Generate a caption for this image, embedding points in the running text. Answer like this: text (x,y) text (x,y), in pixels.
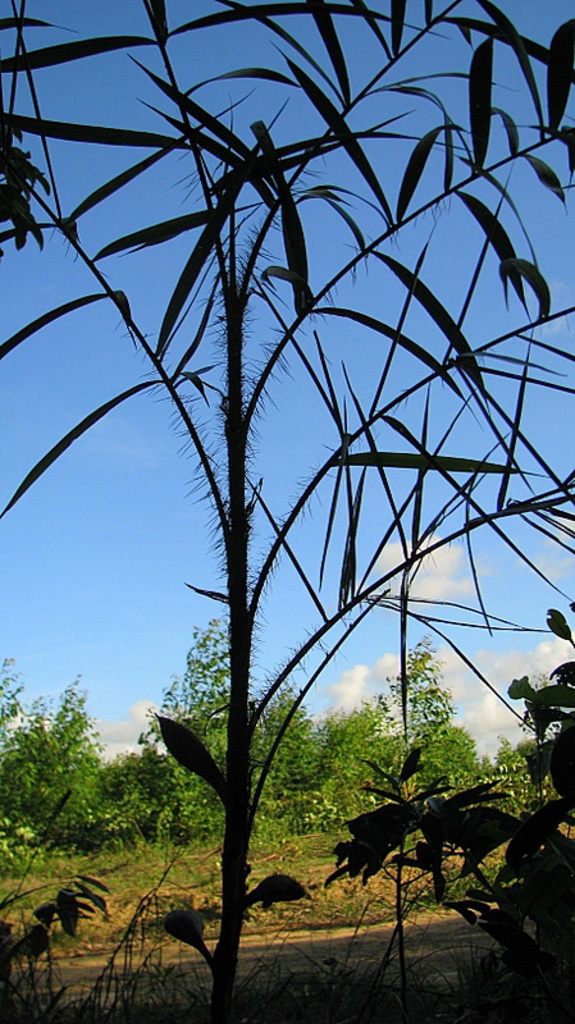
In this image there is a plant (264,503) in the middle (246,640) to which there are small leaves (404,307). At the top (325,337) there is the sky (123,511). In the background (434,733) there are trees (430,739). On the ground (319,909) there is sand (339,887) and grass (127,874).
